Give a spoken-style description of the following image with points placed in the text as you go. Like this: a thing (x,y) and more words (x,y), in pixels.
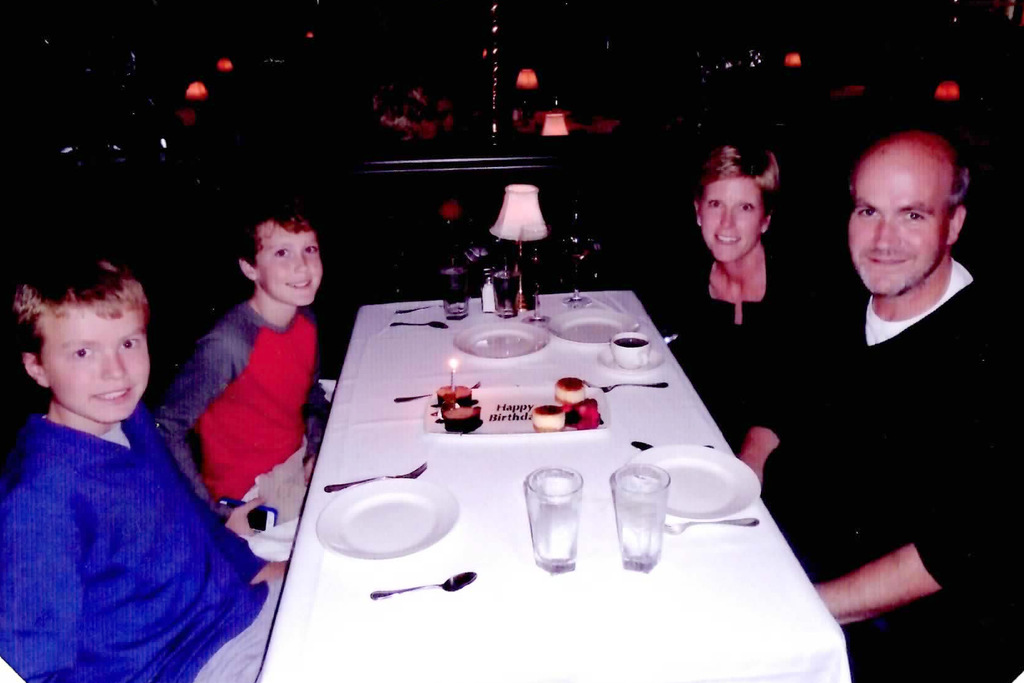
In this picture we can see one man (906,240) and beside to him woman (734,285) and on this side two boys (126,334) sitting on chairs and in front of them on table (472,559) we have two glasses (538,504), plates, forks (420,472), spoons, cup (622,348), saucer (621,365), tray (544,398) with cakes (534,415) on it, lamp (503,229), bottles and in the background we can see lights (525,74) and it is dark.
